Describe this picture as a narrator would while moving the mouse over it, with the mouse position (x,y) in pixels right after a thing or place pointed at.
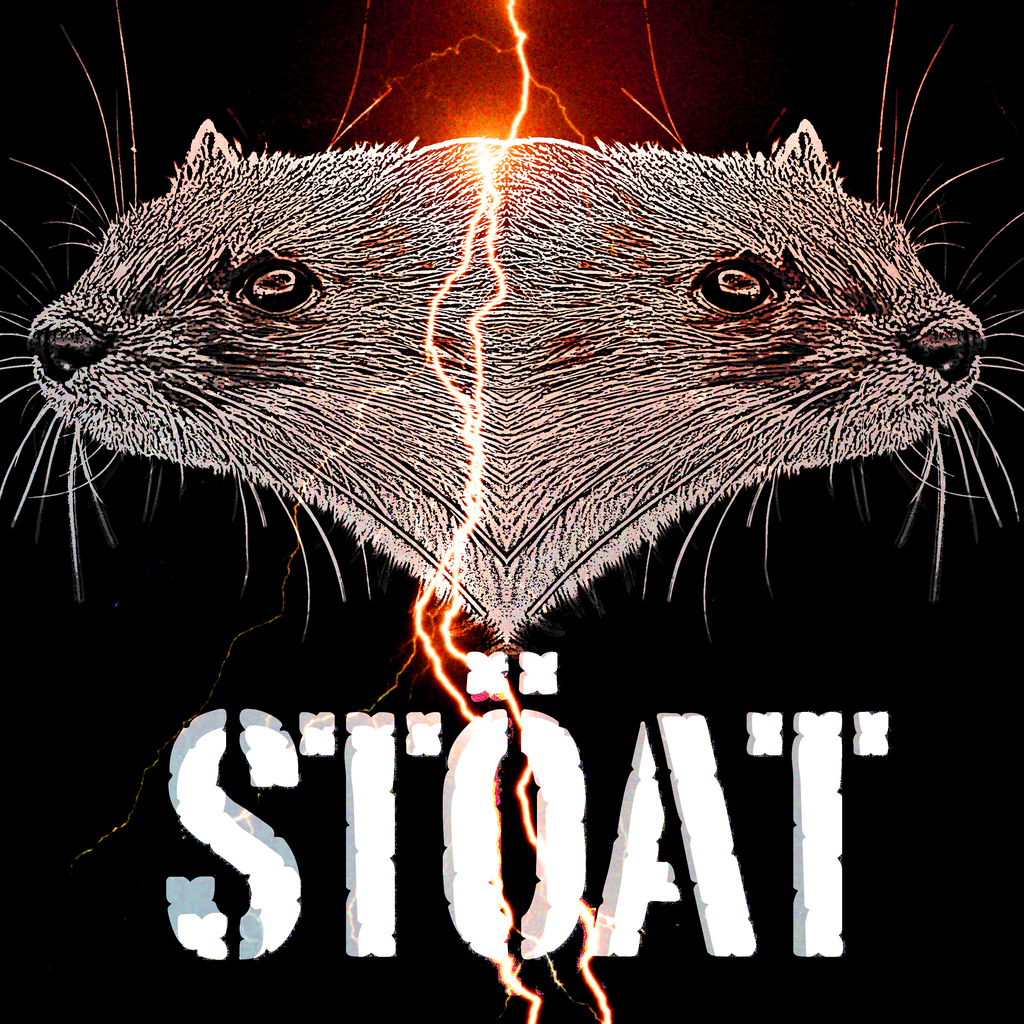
In the picture I can see the heads (630,441) of two animals (532,246) and there is a light (459,264) in between it and there is stoat (467,915) written below it.
